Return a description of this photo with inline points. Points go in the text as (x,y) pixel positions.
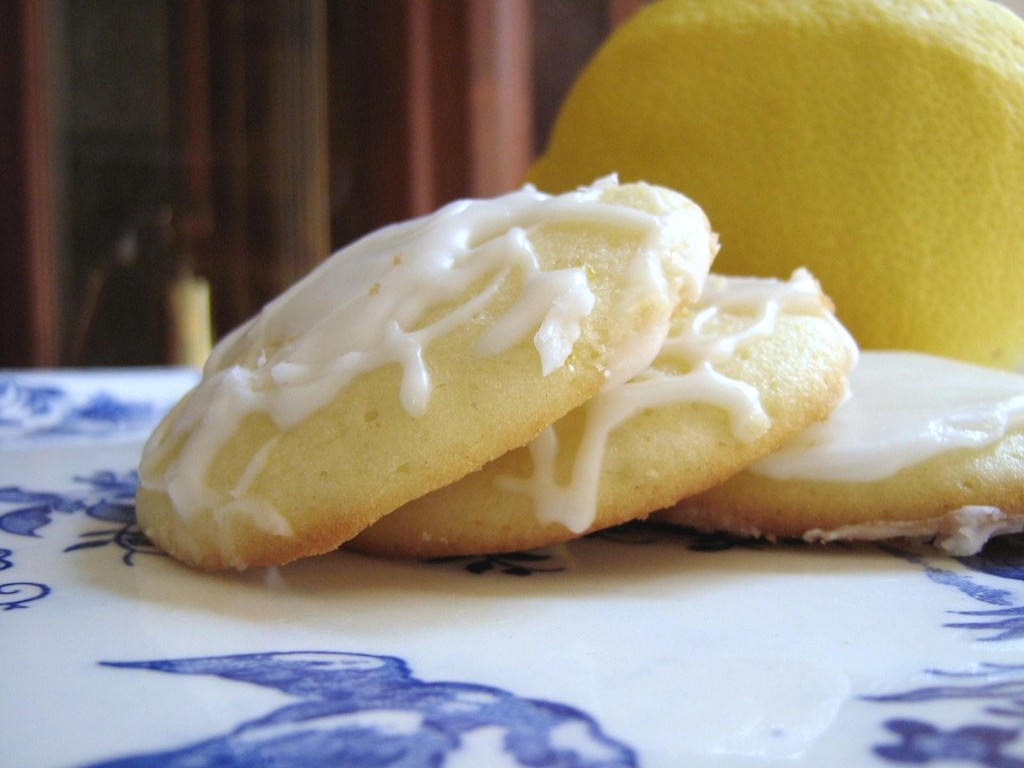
This image consists of cookies (582,459) along with cream (498,288) are kept in a plate (470,651). To the right (882,175), it looks like a lemon (853,156). In the background (196,102) there are curtains (491,67) in brown color.
